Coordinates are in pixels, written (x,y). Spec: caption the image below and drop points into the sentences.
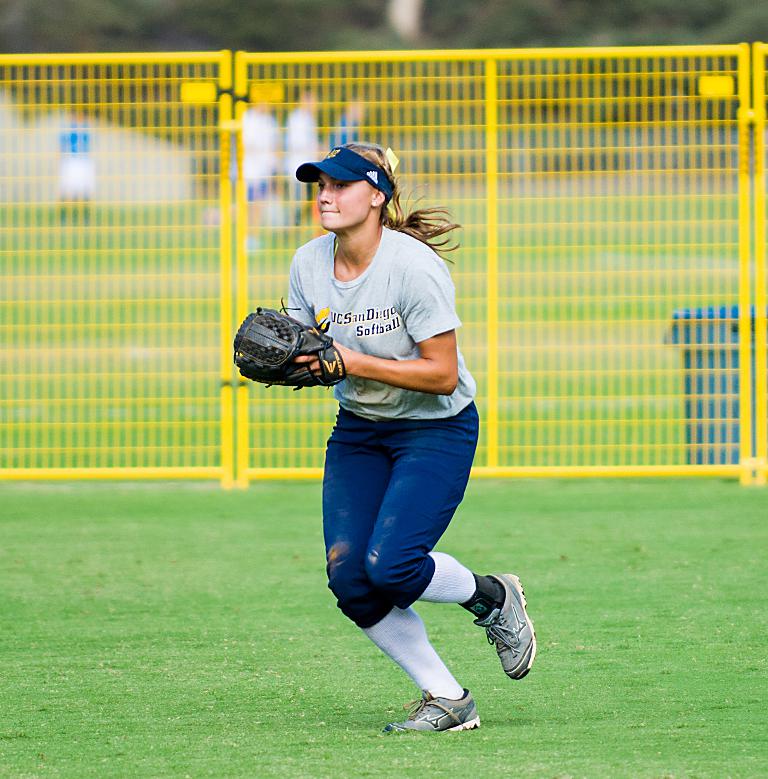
In this picture there is a women (402,429) standing on a greenery ground (477,672) and wearing glove (281,355) and there is a yellow fence (489,221) behind her and there are few persons (252,113) and trees (375,35) in the background (474,29).
